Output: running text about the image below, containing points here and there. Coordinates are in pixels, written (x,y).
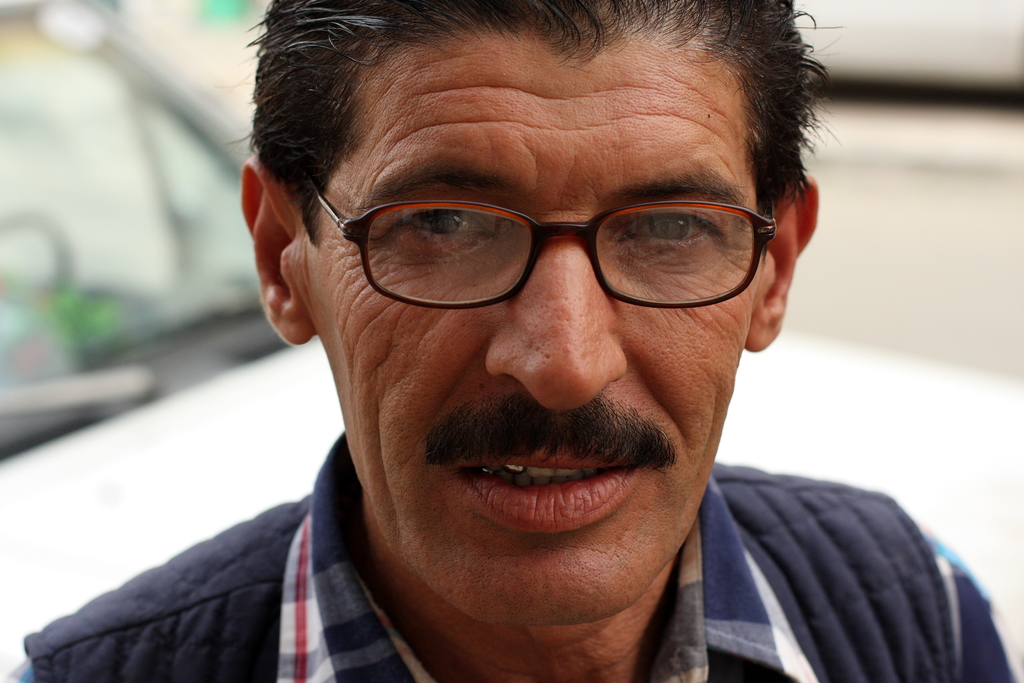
Here we can see a man (504,577) and he has spectacles (474,301) to his eyes (455,233). In the background (5,226) the image is blur but we can see a vehicle (49,238) on the left side (134,287) and on the right side (937,187) we can see an object (910,56) on the road (906,323).
